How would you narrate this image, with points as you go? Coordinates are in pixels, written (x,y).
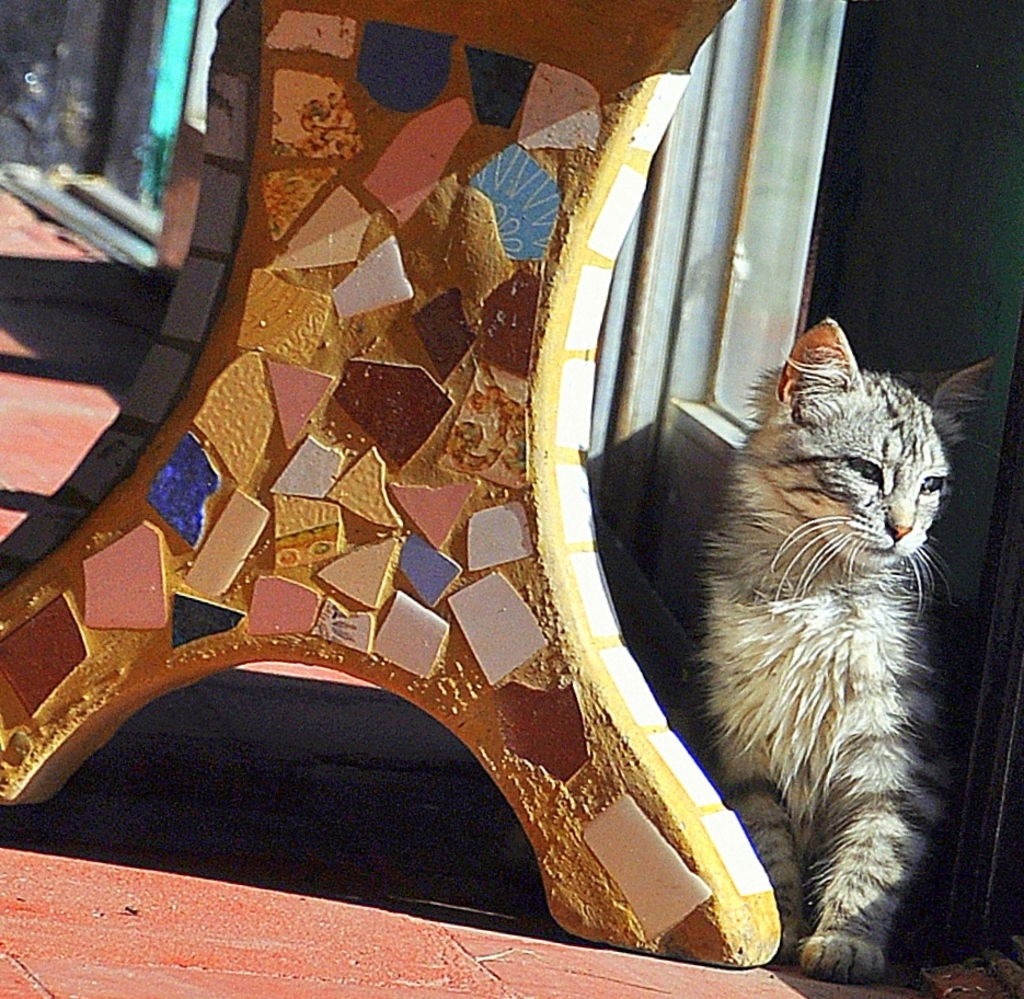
This image is taken outdoors. At the bottom of the image (302,890) there is a floor (302,890). In the middle of the image (369,417) there is a bench (442,337). On the right side of the image (741,588) there is a cat (856,721).
